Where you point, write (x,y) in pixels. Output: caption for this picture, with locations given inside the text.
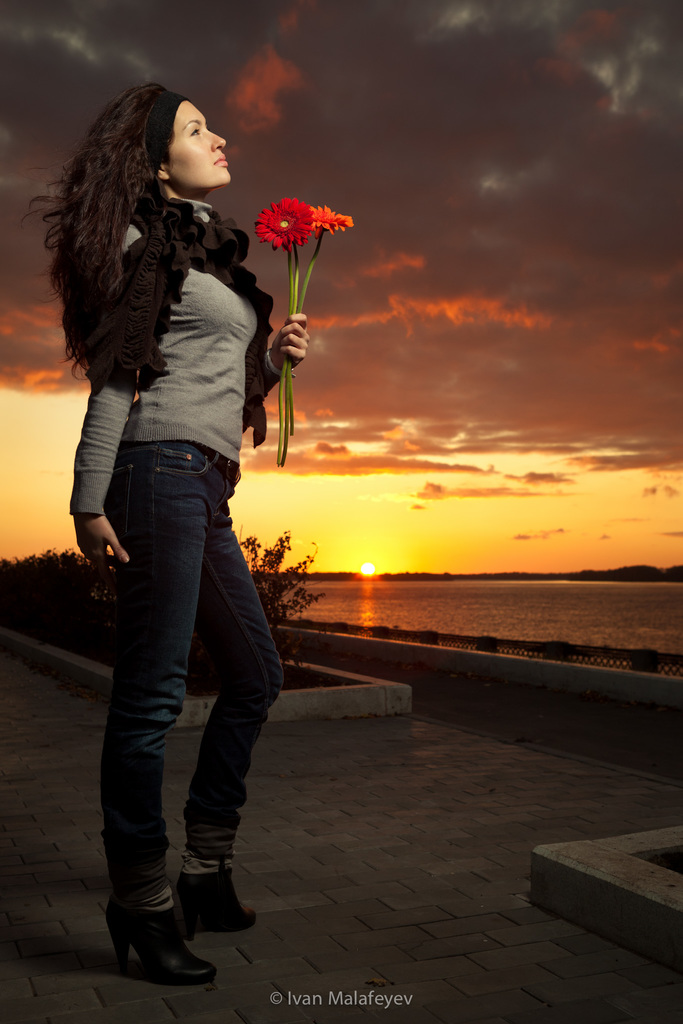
In this picture there is a woman (234,558) standing and holding the flowers (312,228). At the back (575,610) there are plants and there is water (519,611). At the top (443,307) there is sky (277,511) and there are clouds (465,297) and there is a sun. At the bottom (418,928) there is a road (344,949) and there is a text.
